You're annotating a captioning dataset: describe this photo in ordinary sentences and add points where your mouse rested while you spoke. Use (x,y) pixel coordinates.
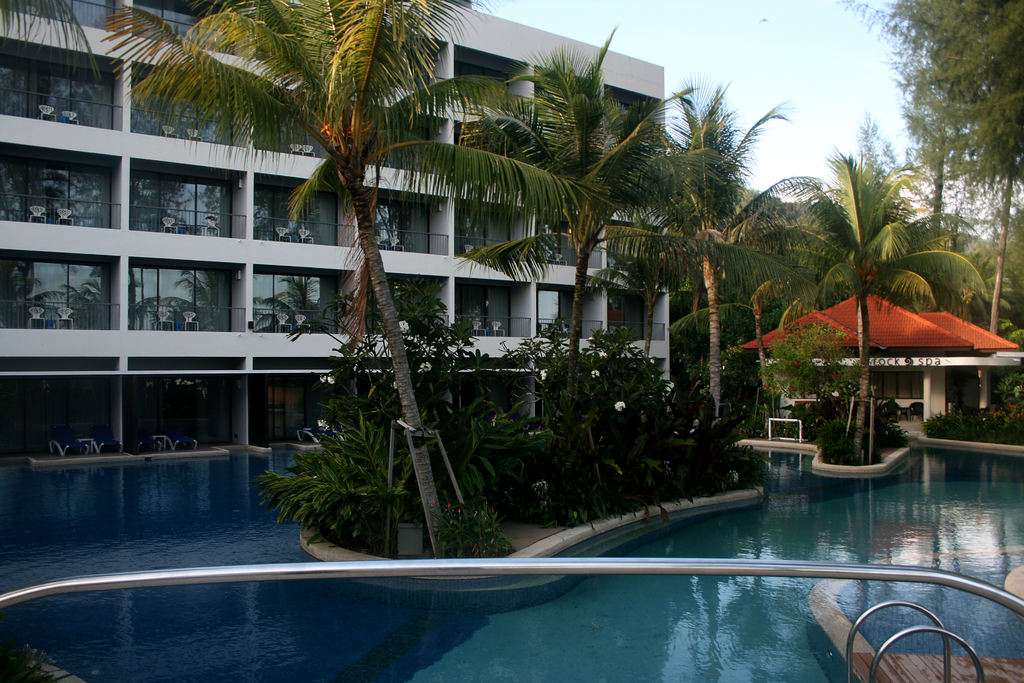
In this picture we can see there are trees (594,419), swimming pool (532,602), buildings (519,41). Behind the building (518,55), there is the sky (669,69). At the bottom of the image (842,567), there are iron rods (898,636).
